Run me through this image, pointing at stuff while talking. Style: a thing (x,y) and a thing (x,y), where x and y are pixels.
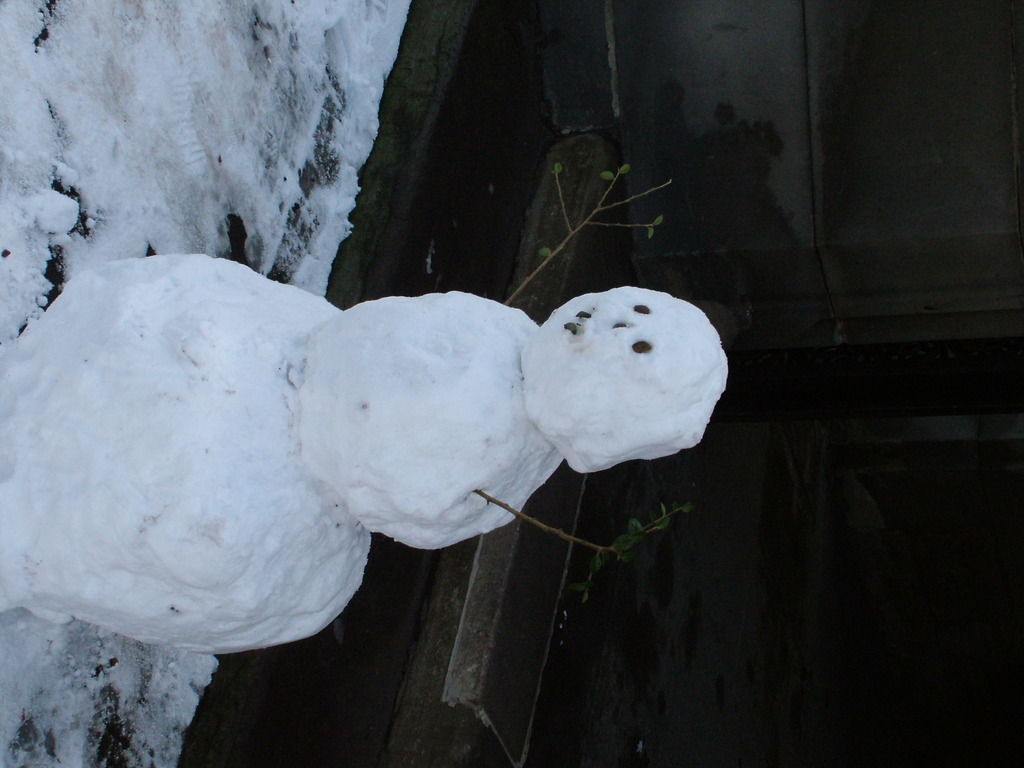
In this image I can see a snowman (360,419). Here I can see the snow (271,150) and other objects (536,266). The background of the image (810,383) is dark.
